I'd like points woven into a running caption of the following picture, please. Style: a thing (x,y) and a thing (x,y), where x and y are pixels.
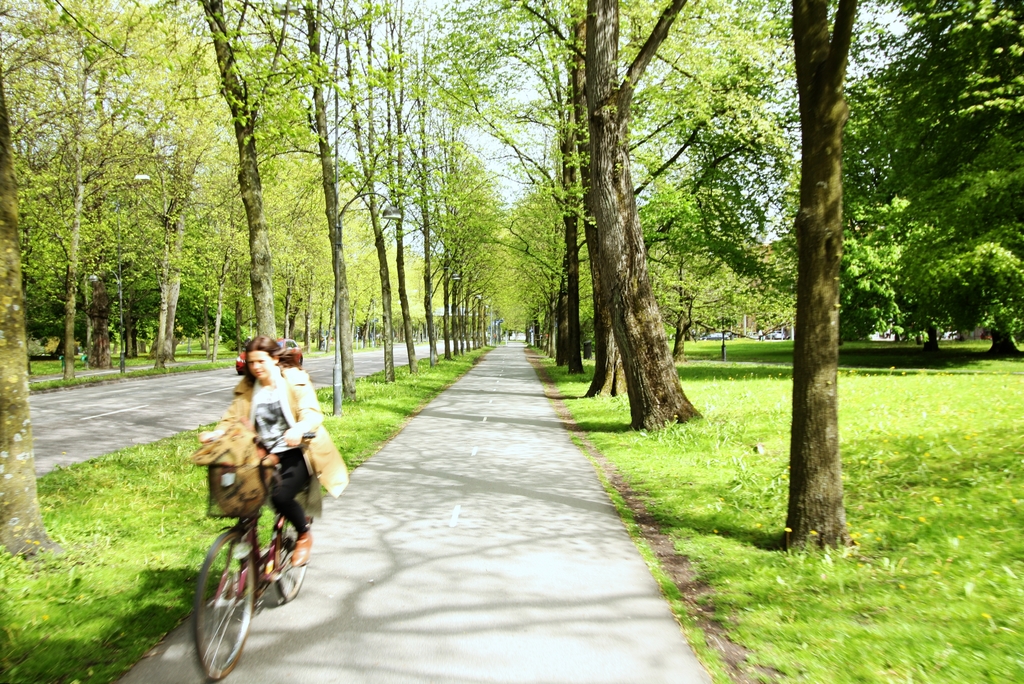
Here a woman (308,462) is riding bicycle (245,527), behind her there is a car (296,344), trees (531,197) and sky (514,176).
